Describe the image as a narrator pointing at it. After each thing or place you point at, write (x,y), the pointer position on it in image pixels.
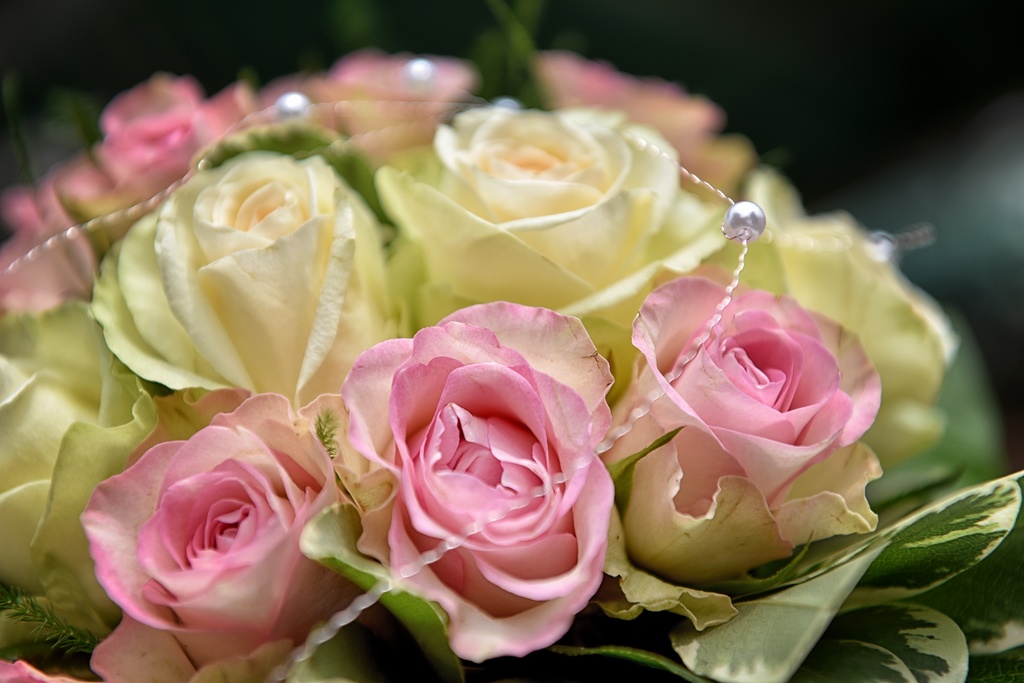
In this picture there are few flowers (389,317) which are in pink and yellow color and there are few leaves (880,564) in the right corner (931,584).
